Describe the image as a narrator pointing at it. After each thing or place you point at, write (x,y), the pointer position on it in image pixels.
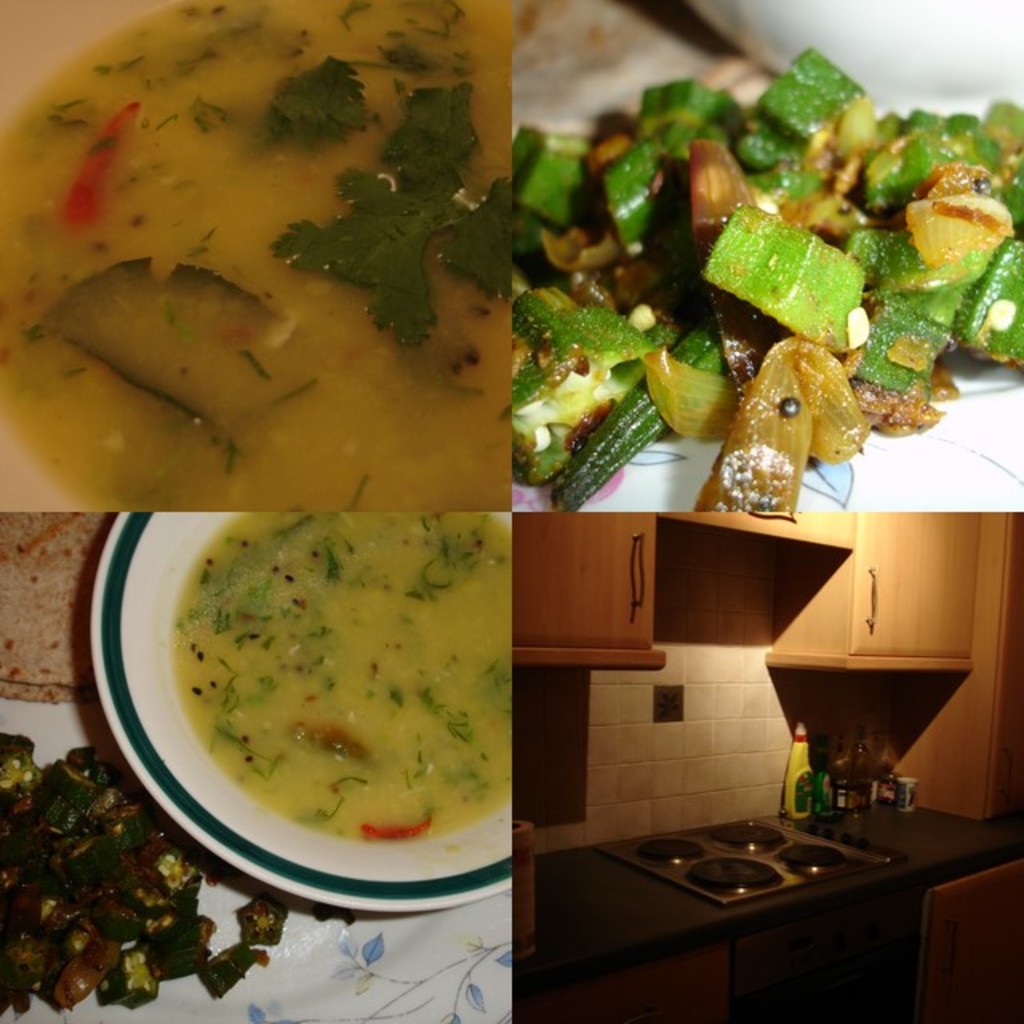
In this picture I can see there are four different images and there is food (310,709) placed in bowls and plates (504,964). They are placed on a table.
